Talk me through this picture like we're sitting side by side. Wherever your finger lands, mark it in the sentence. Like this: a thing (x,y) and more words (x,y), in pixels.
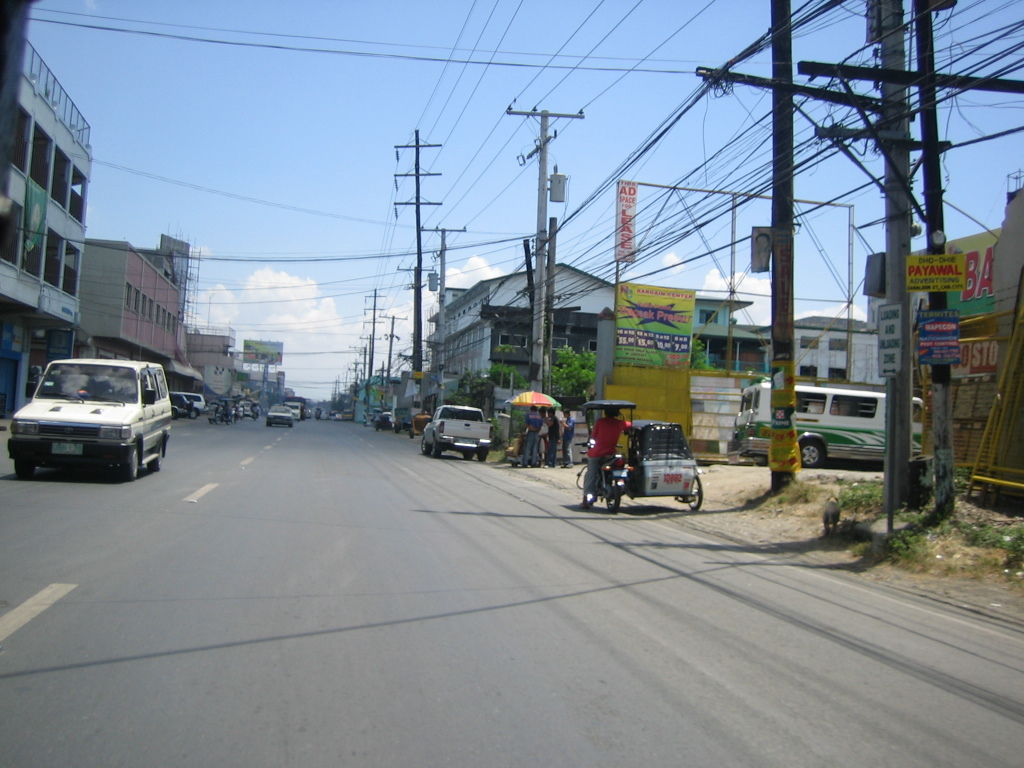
In this picture there are houses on the right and left side of the image (155,358) and there are poles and posters (275,349) in the image, there are cars (73,409) in the image, there is a tree (517,373) on the right side of the image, it seems to be the road side view.
